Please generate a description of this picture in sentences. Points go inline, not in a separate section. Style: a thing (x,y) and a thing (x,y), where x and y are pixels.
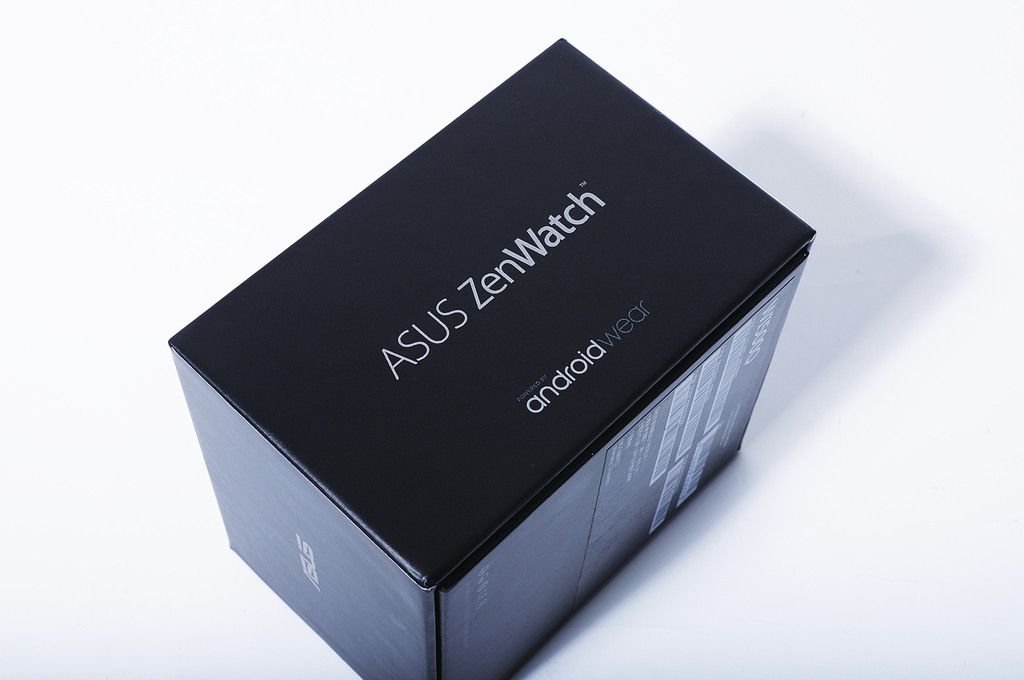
In the image there is a black color watch box (511,404).
